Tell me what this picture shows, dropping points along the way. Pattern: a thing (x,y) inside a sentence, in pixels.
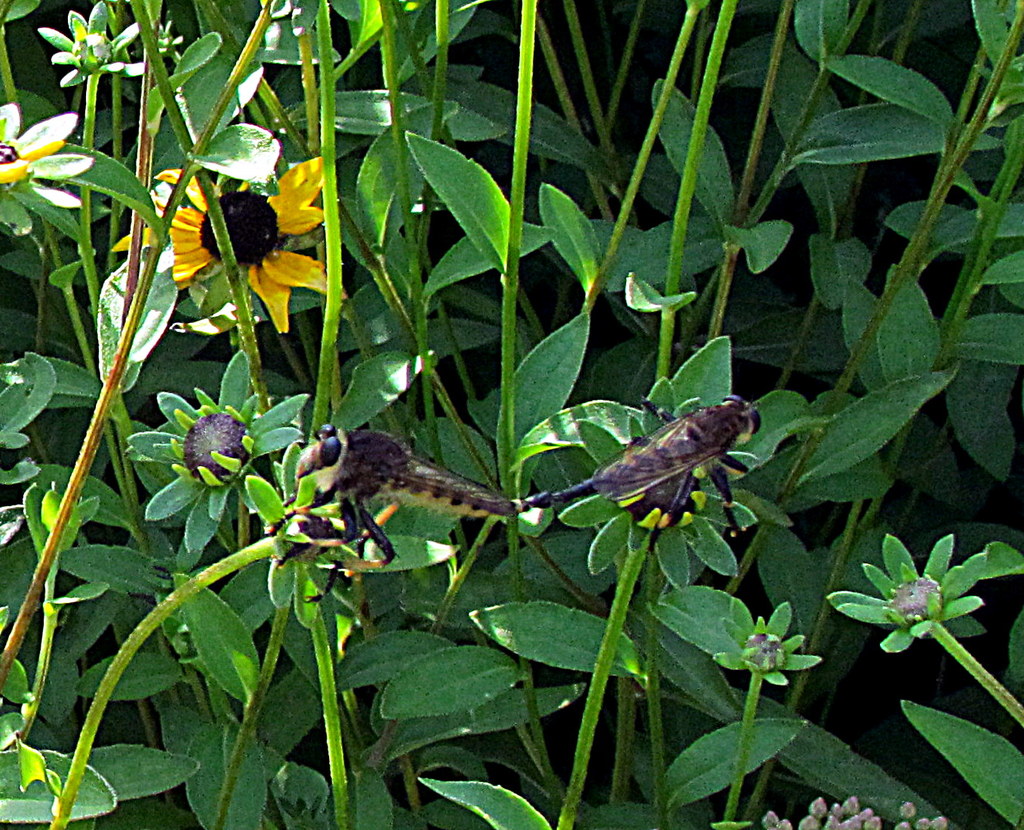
In this image there are two flies (371,477) mating on the flowers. In the background (423,246) there are plants (378,259) with the flowers (271,238).
